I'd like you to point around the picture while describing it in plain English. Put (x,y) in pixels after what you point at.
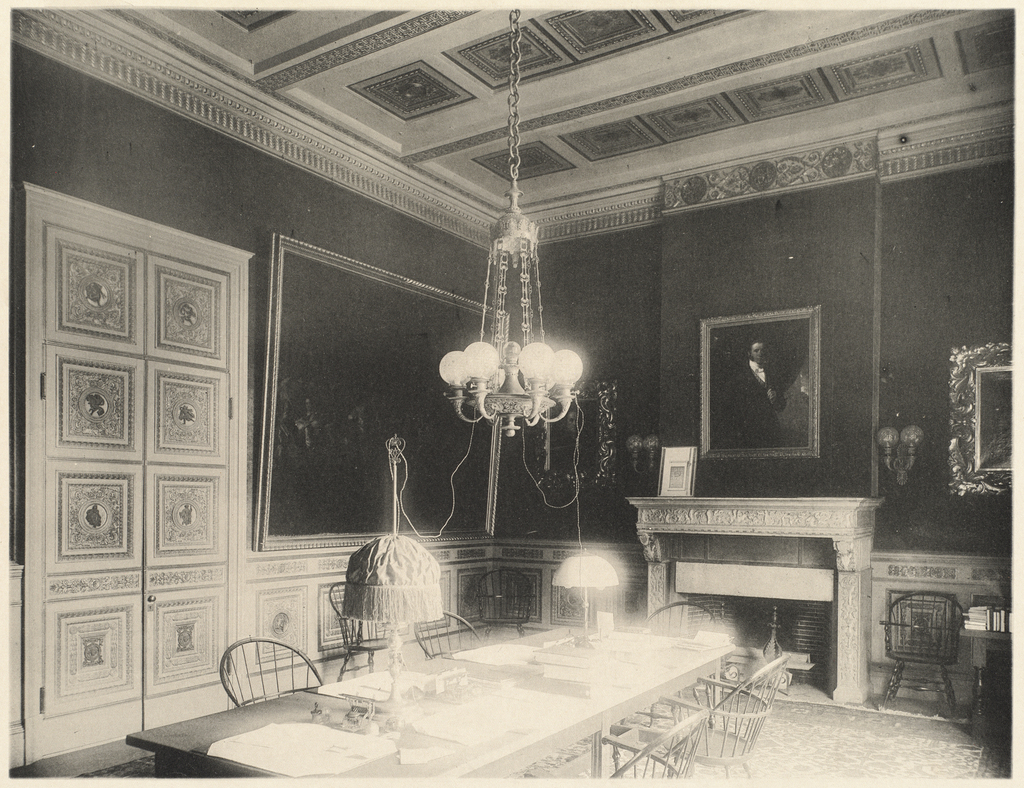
This is a black and white image, where in the foreground (629,693), there is a table (538,709) on which lamps (382,620), table mats (491,696) and few objects (465,692) are placed and also there are chairs (461,621). In the background (436,416), there is a wall (167,208), door (180,359), few frames (429,414) and lamps (912,447) on the wall (920,442). On the right (773,584), there is a fireplace (812,637), chair (929,678), and few objects (969,614) on the table (977,670). On the top (532,249), there is a chandelier (522,244) to the ceiling (423,39).
